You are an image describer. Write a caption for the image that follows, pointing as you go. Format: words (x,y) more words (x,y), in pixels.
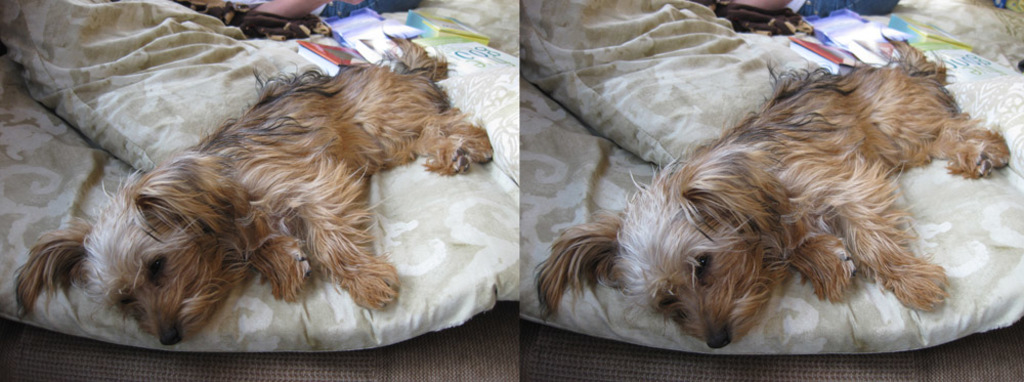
In this picture I can see there is a dog (891,203) laying on the bed (602,147) and there are some books (361,42), a pillow (205,128) also there is some other person (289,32) lying on the bed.
